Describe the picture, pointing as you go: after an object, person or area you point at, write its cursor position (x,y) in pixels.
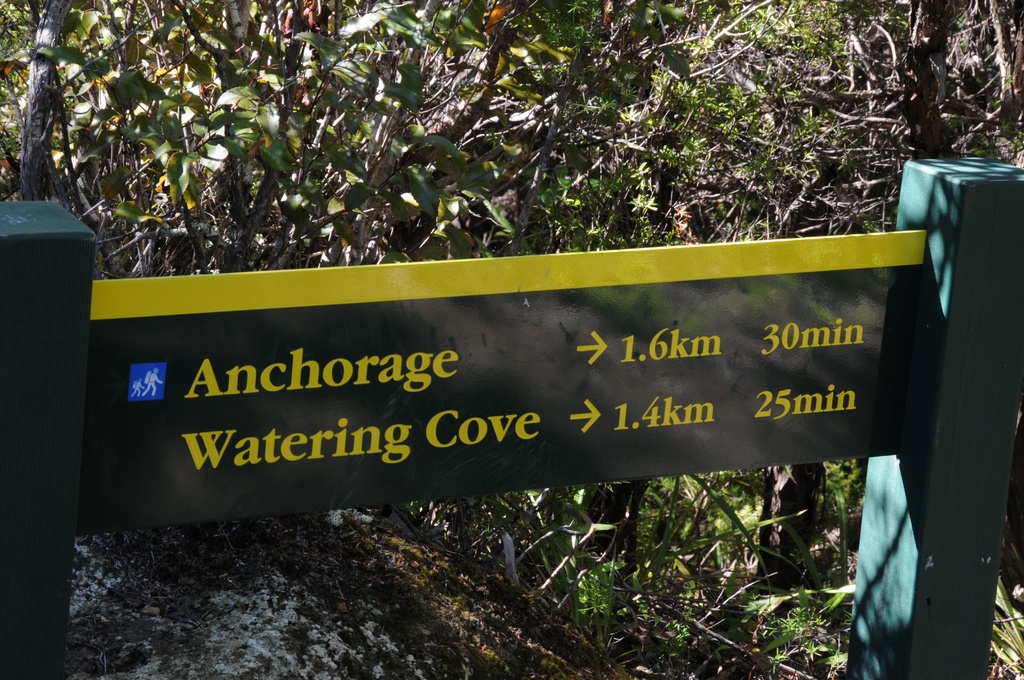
In this picture we can see a direction sign board (723,277) and in the background (909,57) we can see trees (691,135).
